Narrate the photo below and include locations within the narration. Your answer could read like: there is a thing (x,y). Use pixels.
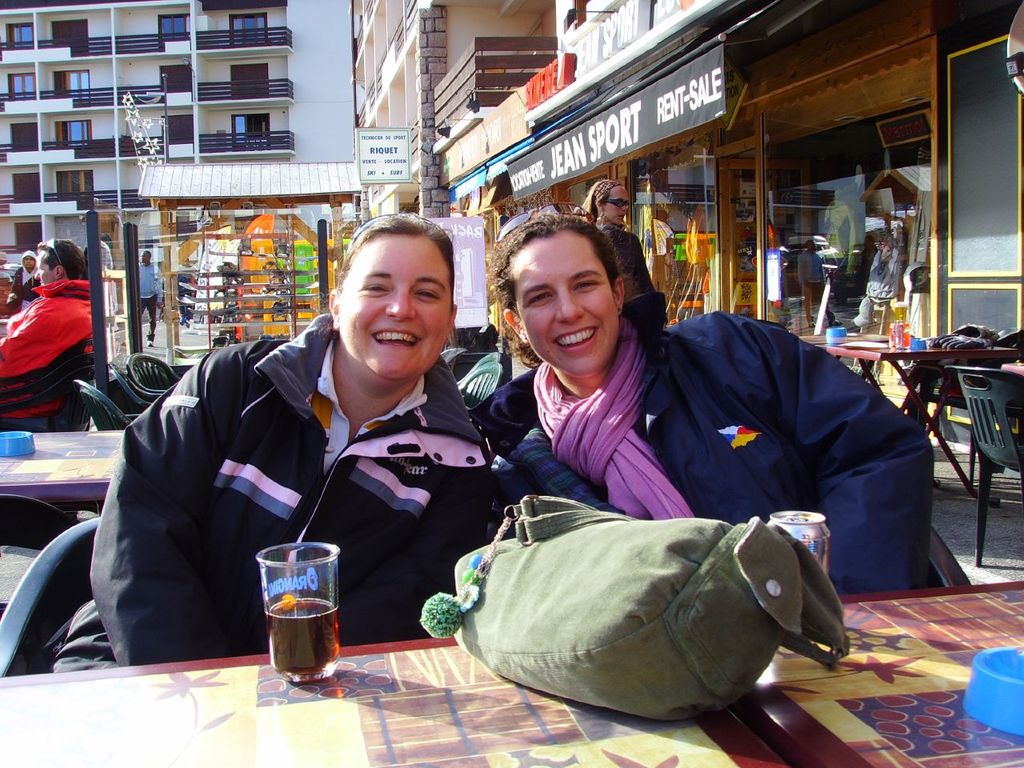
There are two women (431,538) sitting at the table (296,740). On the table (278,716) there is a glass (293,661), tin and a bag (693,597). In the background (317,205) there are buildings (136,25), tables (103,465), chair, glass doors (898,217) and few people (70,332).
